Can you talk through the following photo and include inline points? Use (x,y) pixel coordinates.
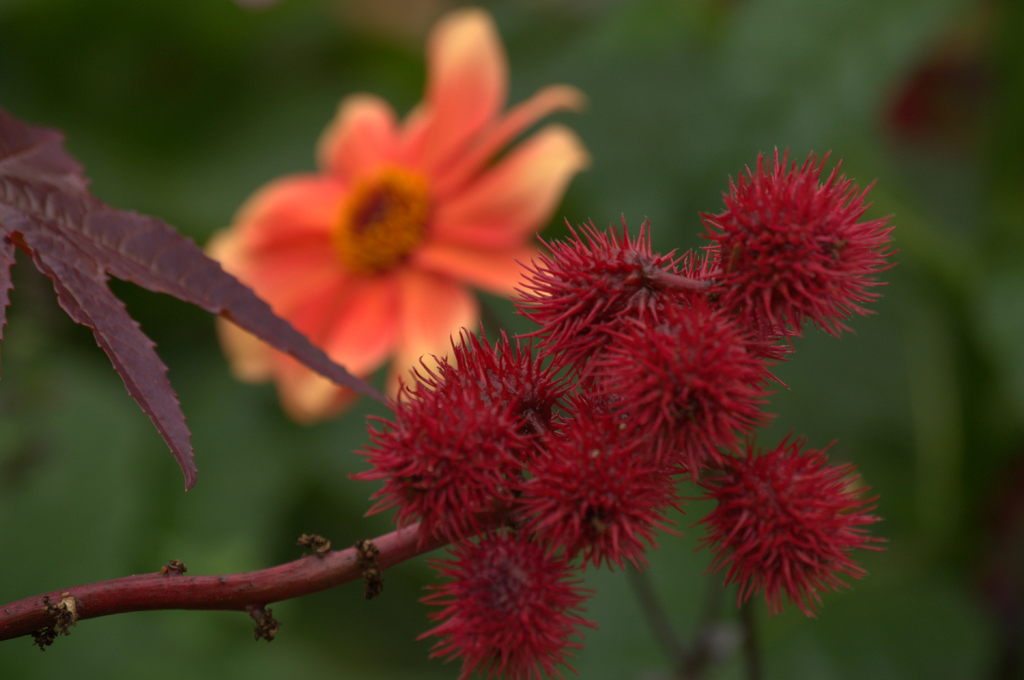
In this image I can see castor bean fruits (534,496) to a stem (244,577). On the left side (104,303) there is a leaf (358,389). In the background (418,299) there is a flower (318,216). The background (162,68) is blurred.
